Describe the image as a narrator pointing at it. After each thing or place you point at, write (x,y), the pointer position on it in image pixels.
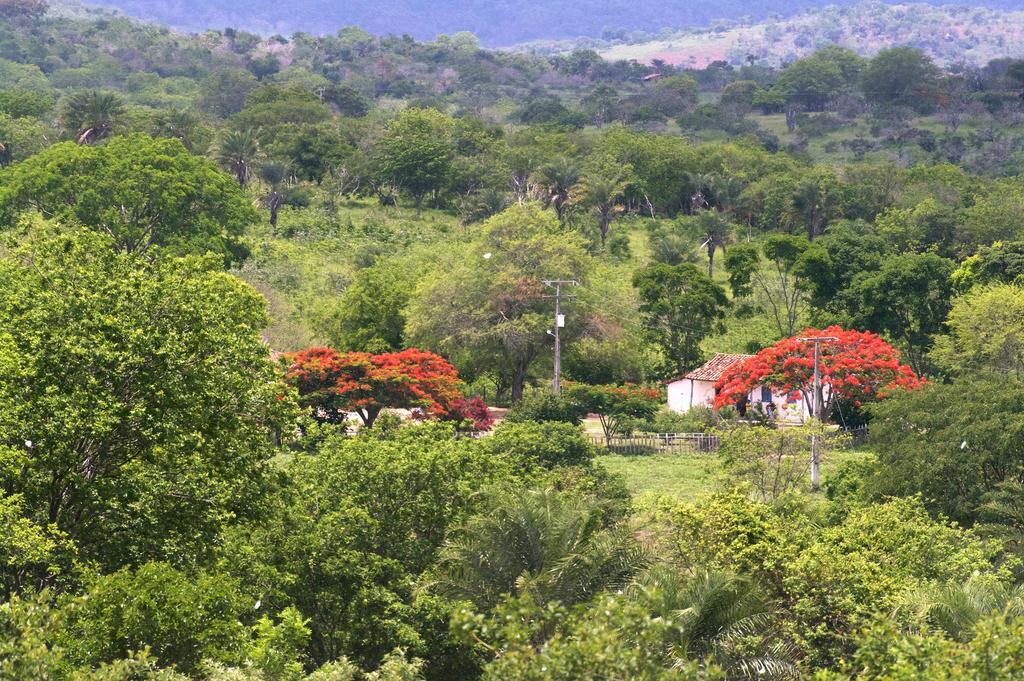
In this image, we can see green trees (739,561) and some poles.
